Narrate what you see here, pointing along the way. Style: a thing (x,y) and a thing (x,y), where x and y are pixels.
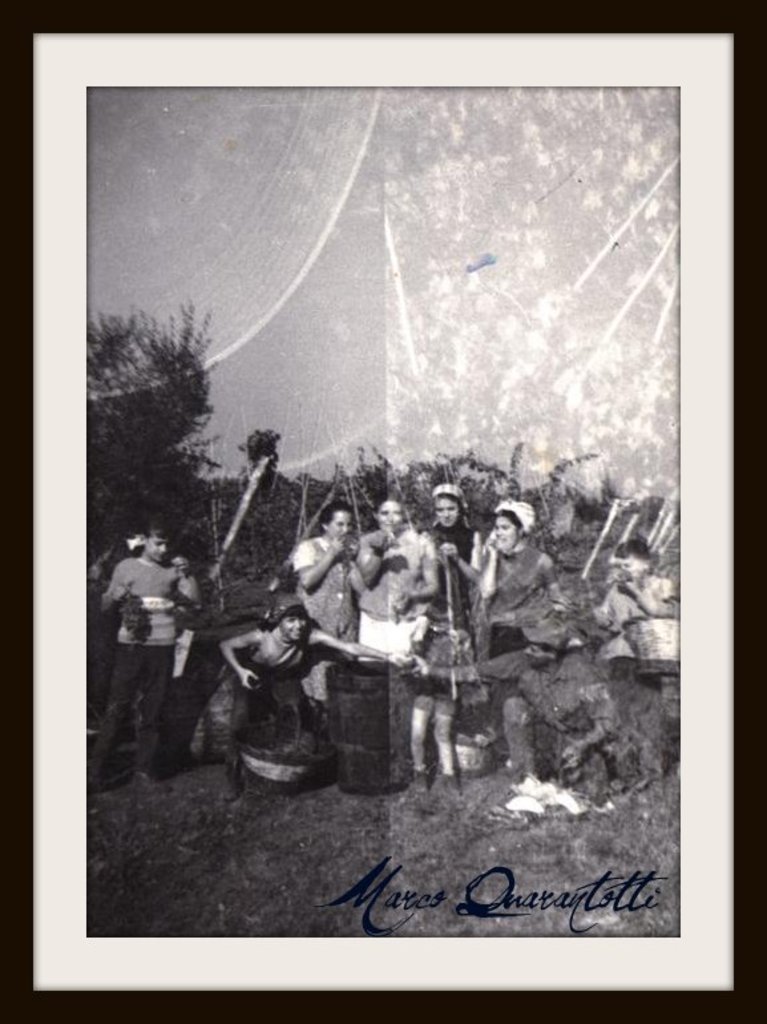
In this picture there is a photo frame (320,645) which has few people (286,703), trees (281,529) and some other objects (349,694) on it and there is some thing (488,912) written in the right bottom corner (535,896).
